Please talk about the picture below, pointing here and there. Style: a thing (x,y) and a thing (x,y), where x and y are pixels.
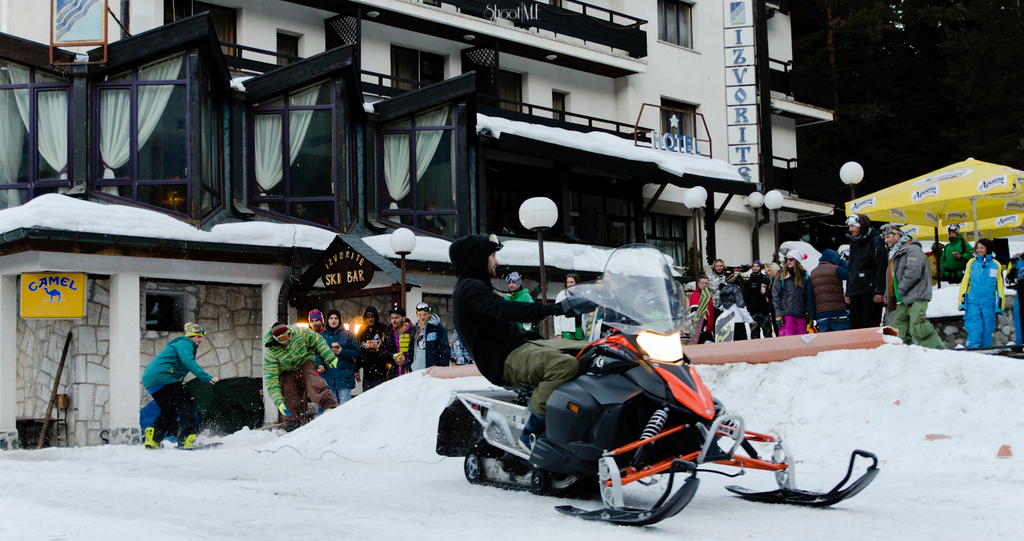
In this image we can see a person (509,328) sitting on a vehicle (505,414). On the ground (341,460) there is snow (337,479). In the back (325,343) there are many people (810,287). Some are wearing caps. In the background (318,164) there is a building (477,135) with windows (142,124) and curtains (403,190). Also there are light poles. And there are tents (916,220).
